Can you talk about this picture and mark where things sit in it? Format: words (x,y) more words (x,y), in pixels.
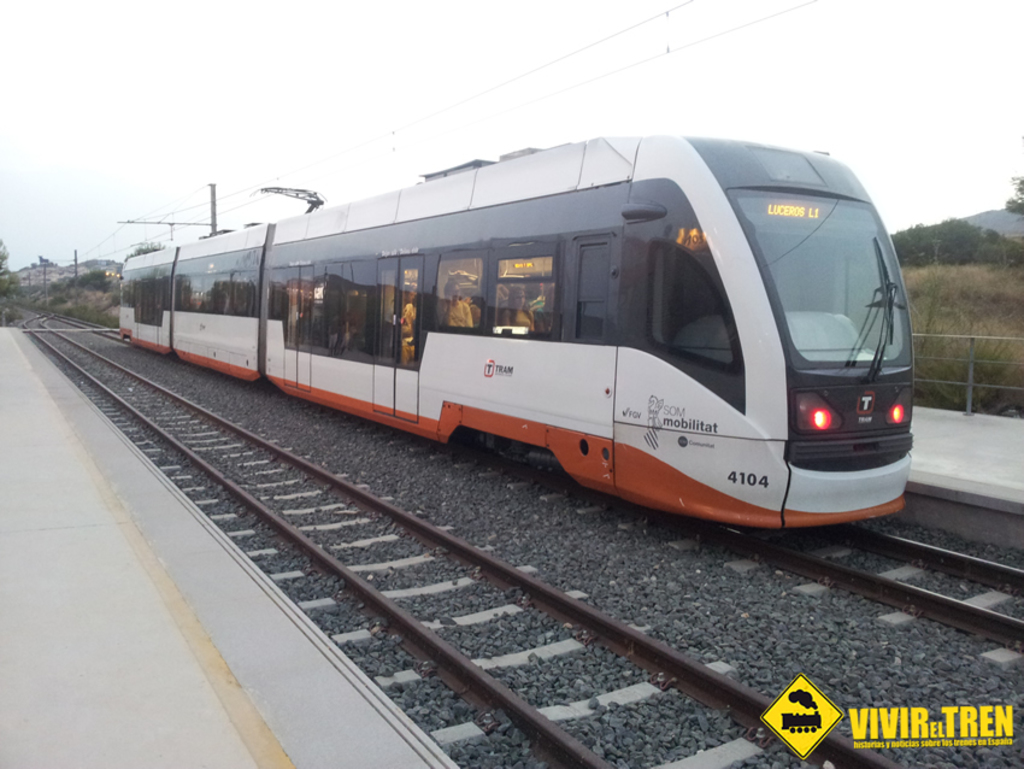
In this picture I can see a train (376,304) on the track (1004,627) and I can see another track (340,501) on the side and I can see trees (67,290) and few poles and I can see text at the bottom right corner of the picture (883,729) and I can see sky (892,75).
